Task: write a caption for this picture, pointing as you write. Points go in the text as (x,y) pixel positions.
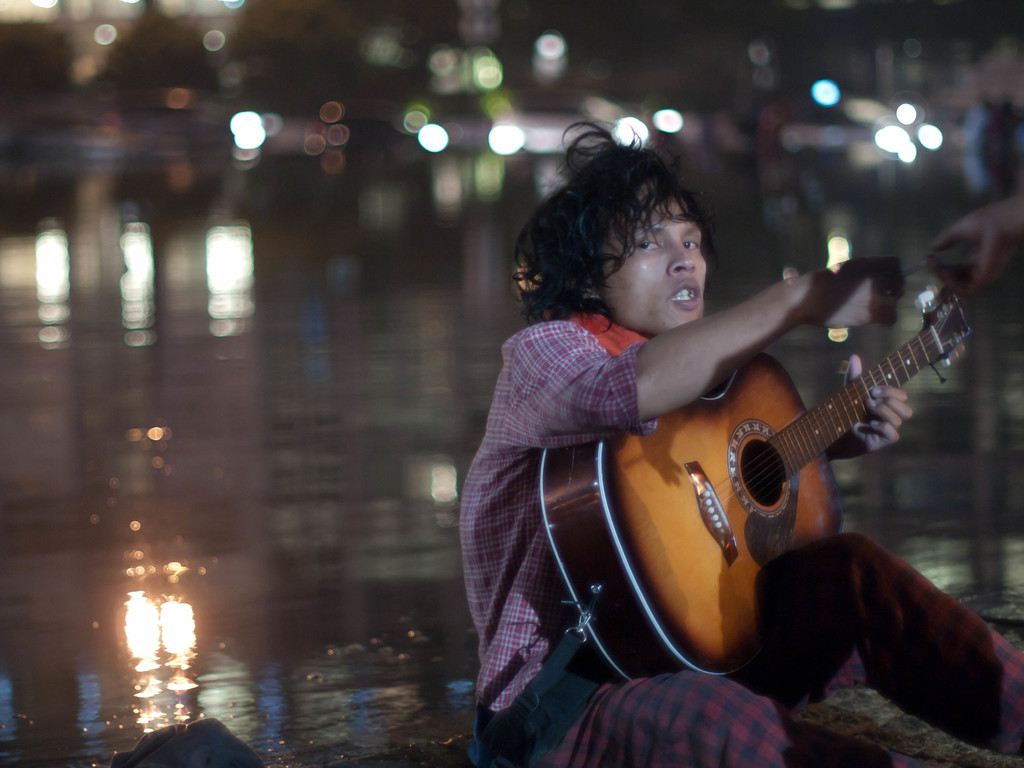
In this image I see a man (908,698) who is holding a guitar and he is sitting on the path (458,767) and I can also see another person's hand (964,233). In the background (6,304) I see the water (21,274).
